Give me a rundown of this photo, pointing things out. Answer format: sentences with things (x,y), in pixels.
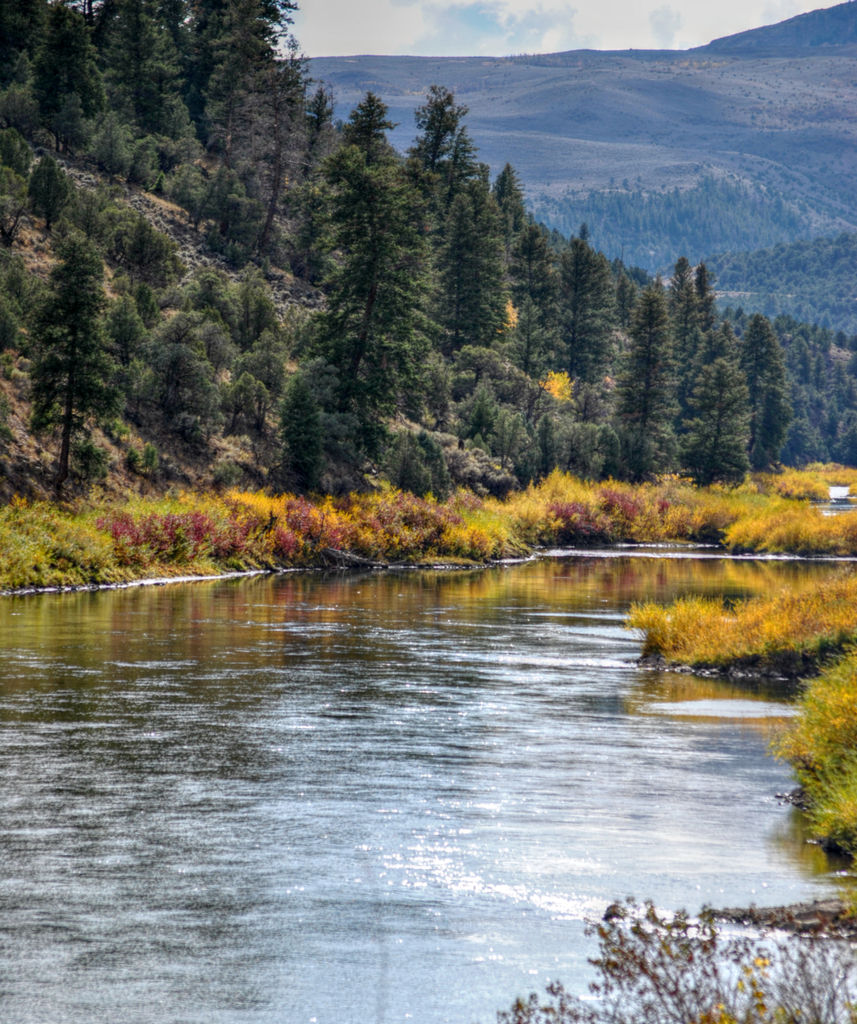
In this image I can see water (333,766), number of trees (427,486), grass (442,522) and the sky (360,34) in the background (571,27).
